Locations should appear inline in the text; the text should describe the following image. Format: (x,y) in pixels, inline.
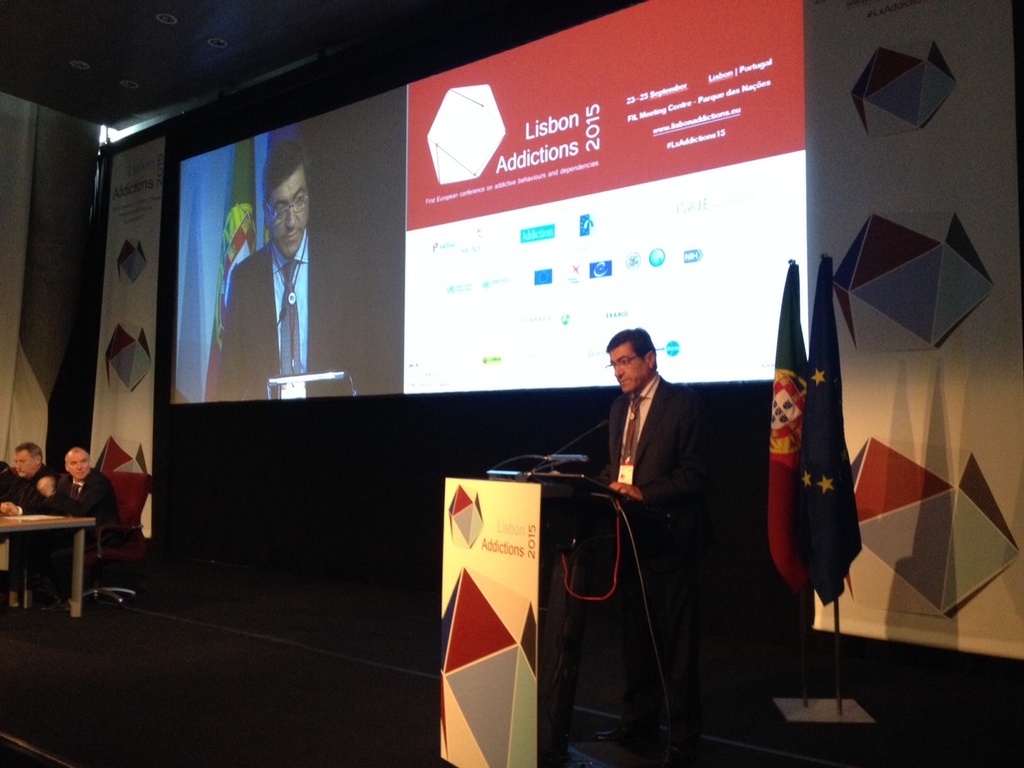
In the picture I can see a man (659,513) is standing in front of a podium (557,532). On the podium (555,507) I can see a microphone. In the background (97,504) I can see people (82,488) sitting on chairs (127,539) in front of a table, a projector screen (582,326), flags (799,528), banners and some other objects (618,504). On the projector screen (308,341) I can see a person (304,329) and something text (593,125) on it.
